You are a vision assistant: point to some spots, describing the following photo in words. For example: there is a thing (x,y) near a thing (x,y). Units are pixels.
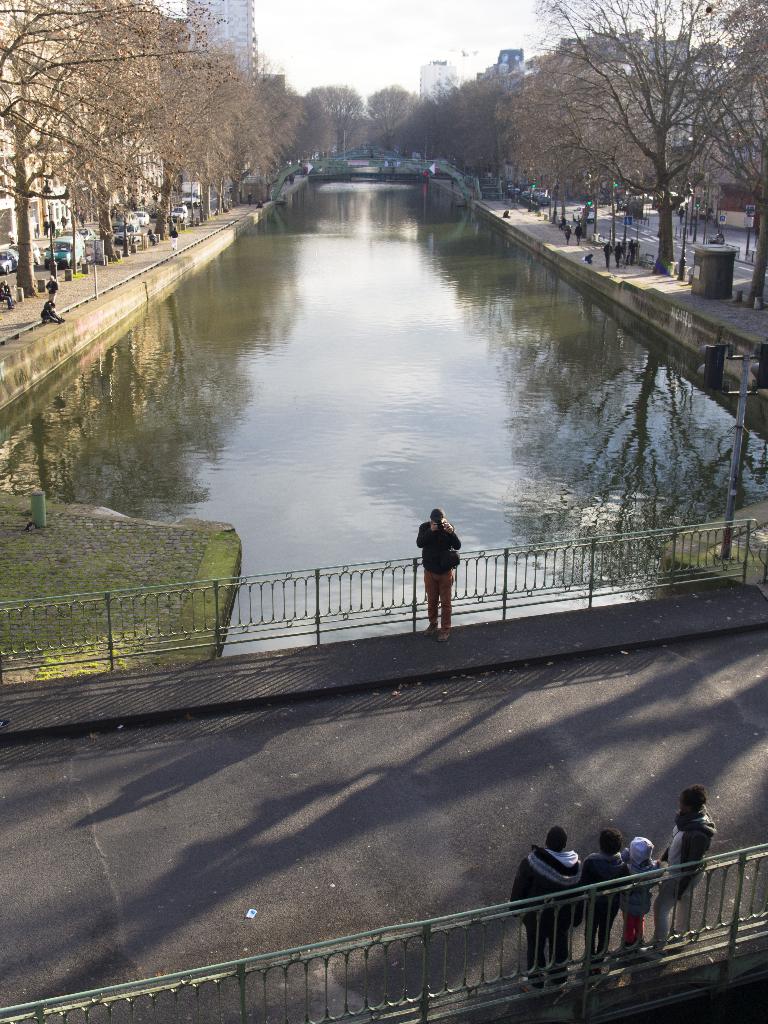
In this image there are a few people (700,813) standing on the bridge (715,588), in front of them there is a water body (343,332). On the left (124,173) and right side of the image (648,126) there are buildings (1,202) and trees (205,142). In front of them there are a few vehicles (4,251) moving on the road (743,265) and few people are walking on the pavement (722,298). In the background (405,39) there is the sky (412,52).
